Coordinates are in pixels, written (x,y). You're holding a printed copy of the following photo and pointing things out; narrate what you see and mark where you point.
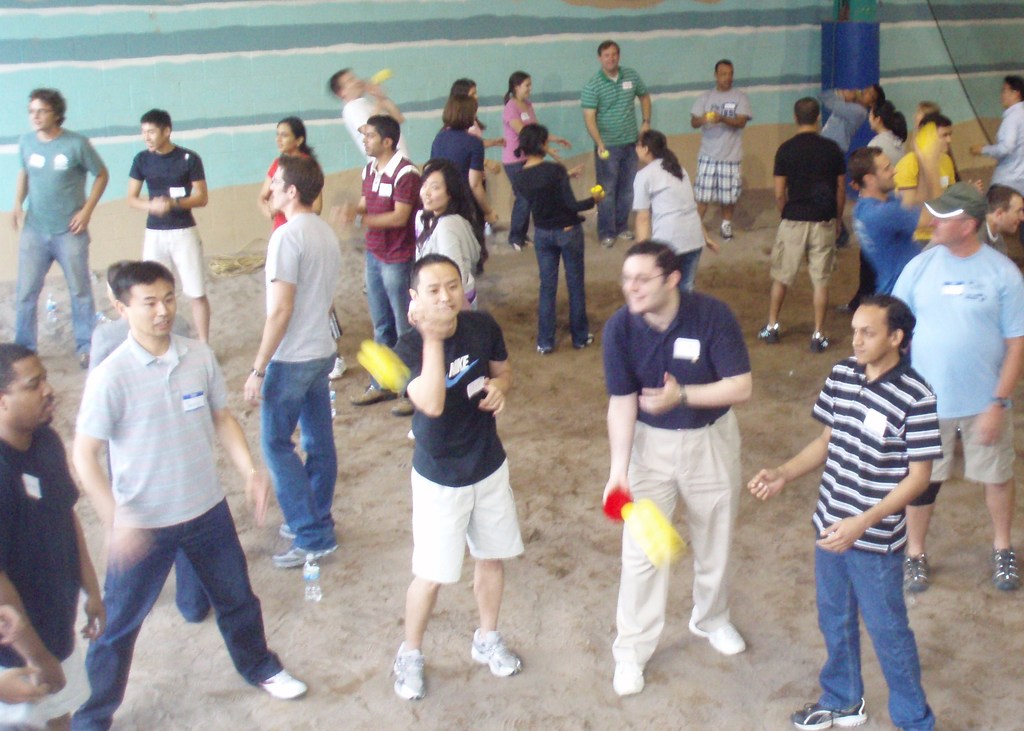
In this image in the center (466,385) there are persons (372,249) standing and playing. In the background (494,28) there is a wall (376,33) which is green in colour and in front of the wall (803,63) there is a wire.
